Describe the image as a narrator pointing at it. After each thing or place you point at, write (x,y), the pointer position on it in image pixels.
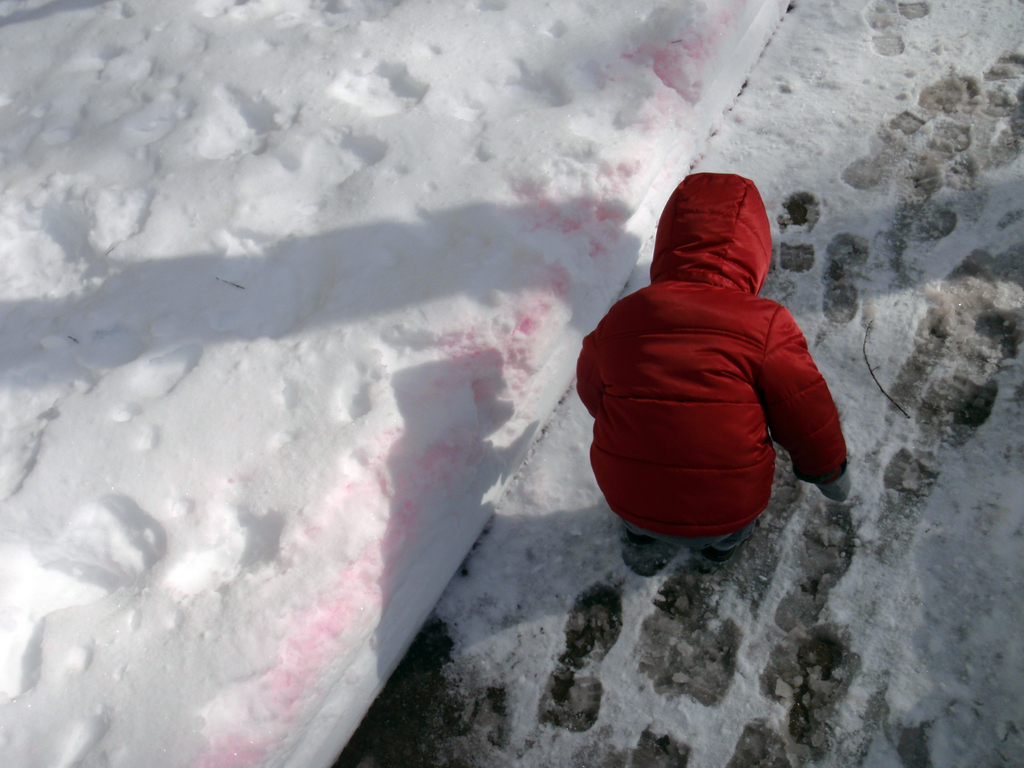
In this image we can see a kid (652,538) wearing a jacket (717,370) and we can see snow (477,226).
